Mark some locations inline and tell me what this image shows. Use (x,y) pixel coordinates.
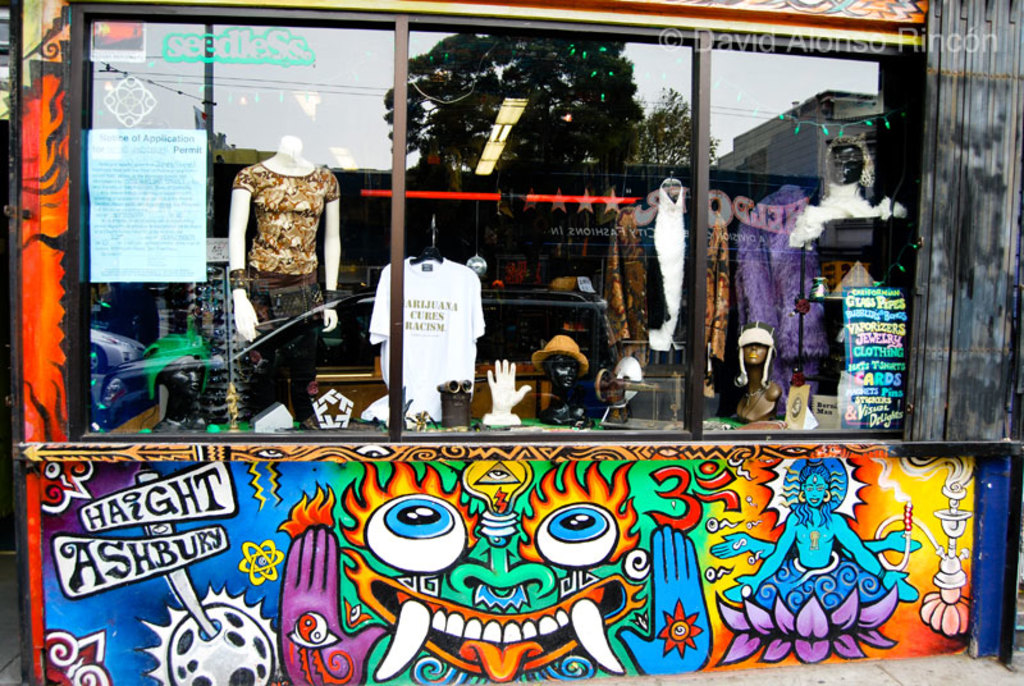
I think in this picture, there is a store (735,503). In the center (422,271), there is a wall (530,551) with glass (311,358). On the wall (446,525), there are some paintings (646,518) with different colors. Through the glass (212,308), we can see the clothes (760,241), mannequins (575,357), boards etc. On the glass (359,169), there is a reflection (554,184) of tree (545,108) and a building (760,160).
